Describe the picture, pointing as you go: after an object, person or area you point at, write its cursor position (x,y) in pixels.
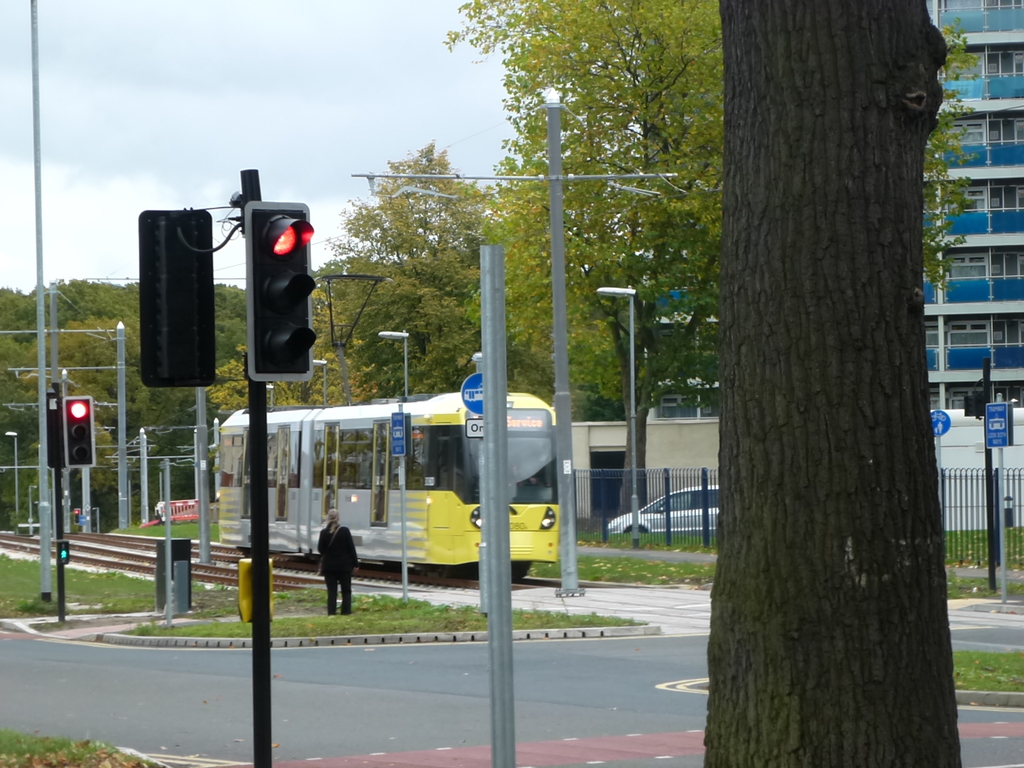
In this picture we can see few traffic lights (65,422), poles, lights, trees (603,351), sign boards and buildings (971,281), and also we can see a train (411,443) on the tracks (360,570), beside to the train (359,492) we can find a person (333,533), in the background (646,516) we can find metal fence (705,476) and a car (696,487).
